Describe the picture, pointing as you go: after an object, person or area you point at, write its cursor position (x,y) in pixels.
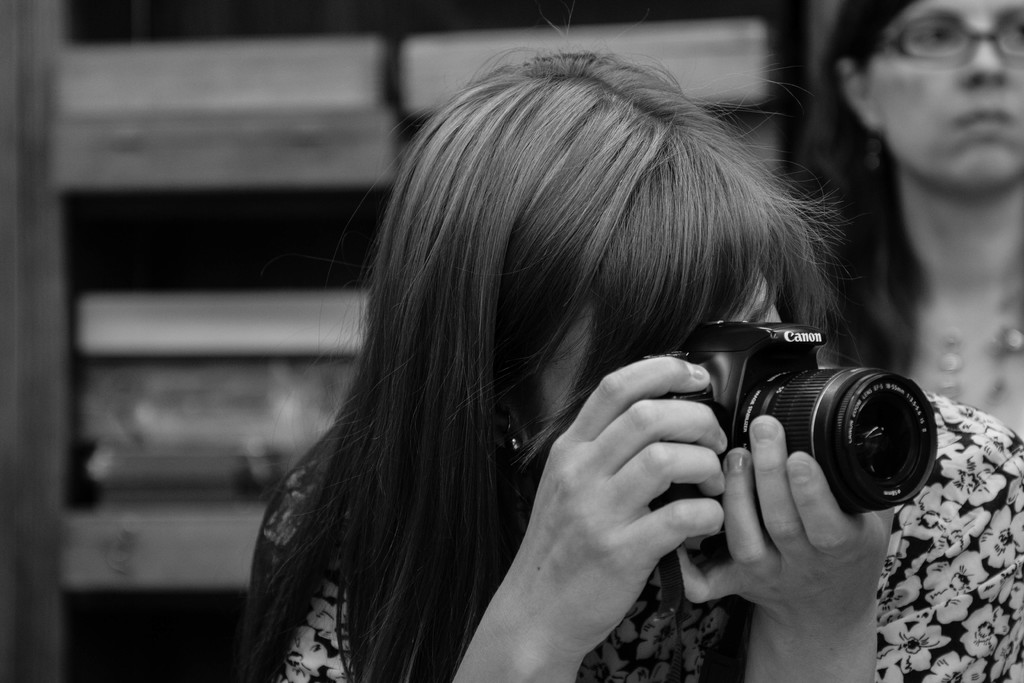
In this image I see 2 women (989,298), in which one of them is holding the camera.
